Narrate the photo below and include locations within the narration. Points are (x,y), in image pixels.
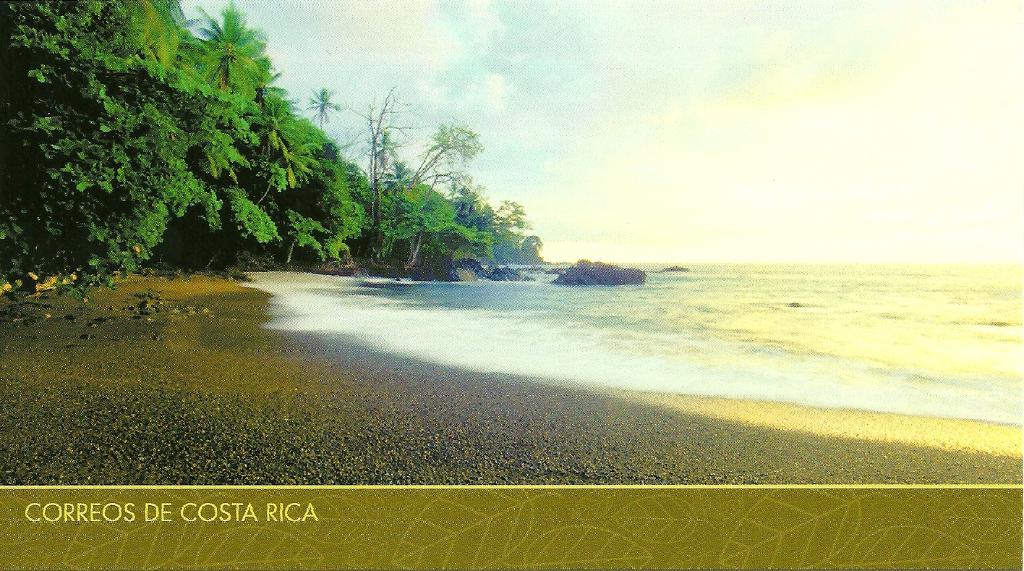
In this image I can see the ground (260,398), few trees (149,218) which are green in color, few huge rocks (591,279) and the water (756,319). In the background (642,130) I can see the sky (685,110).
